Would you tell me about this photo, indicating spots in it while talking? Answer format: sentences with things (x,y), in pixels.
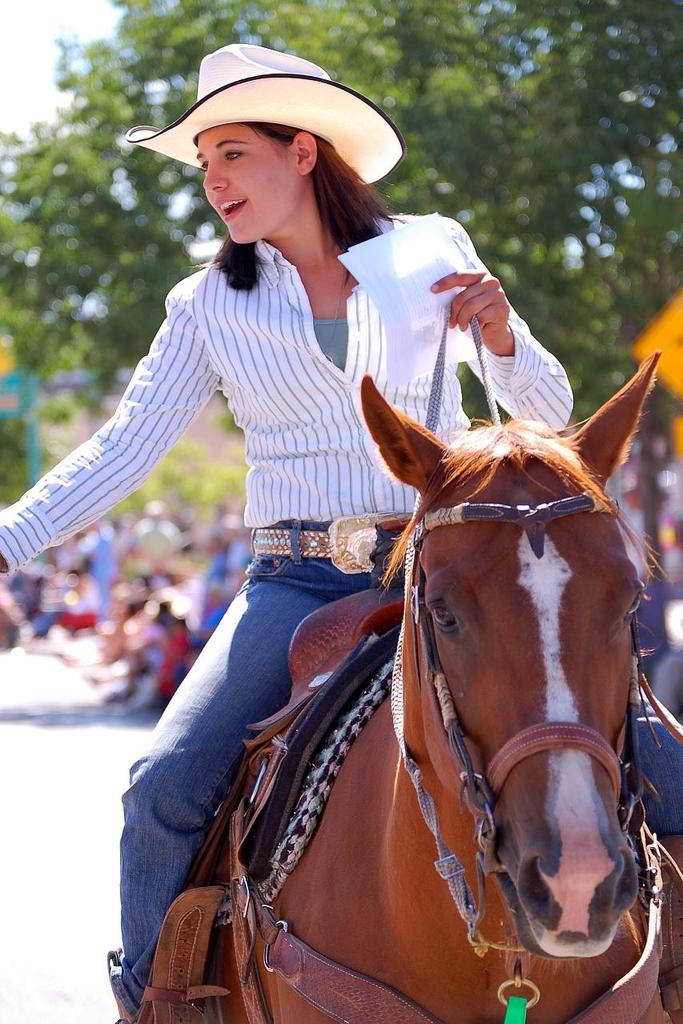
At the top (63,40) we can see sky (49,38). This is a tree (537,180). We can see few persons (142,564) sitting and standing on the background (155,575). Here we can see a woman (262,528) sitting on a horse (420,659) and riding. She wore white colour hat (295,98). SHe is holding a paper (422,275) in her hand (458,283).
